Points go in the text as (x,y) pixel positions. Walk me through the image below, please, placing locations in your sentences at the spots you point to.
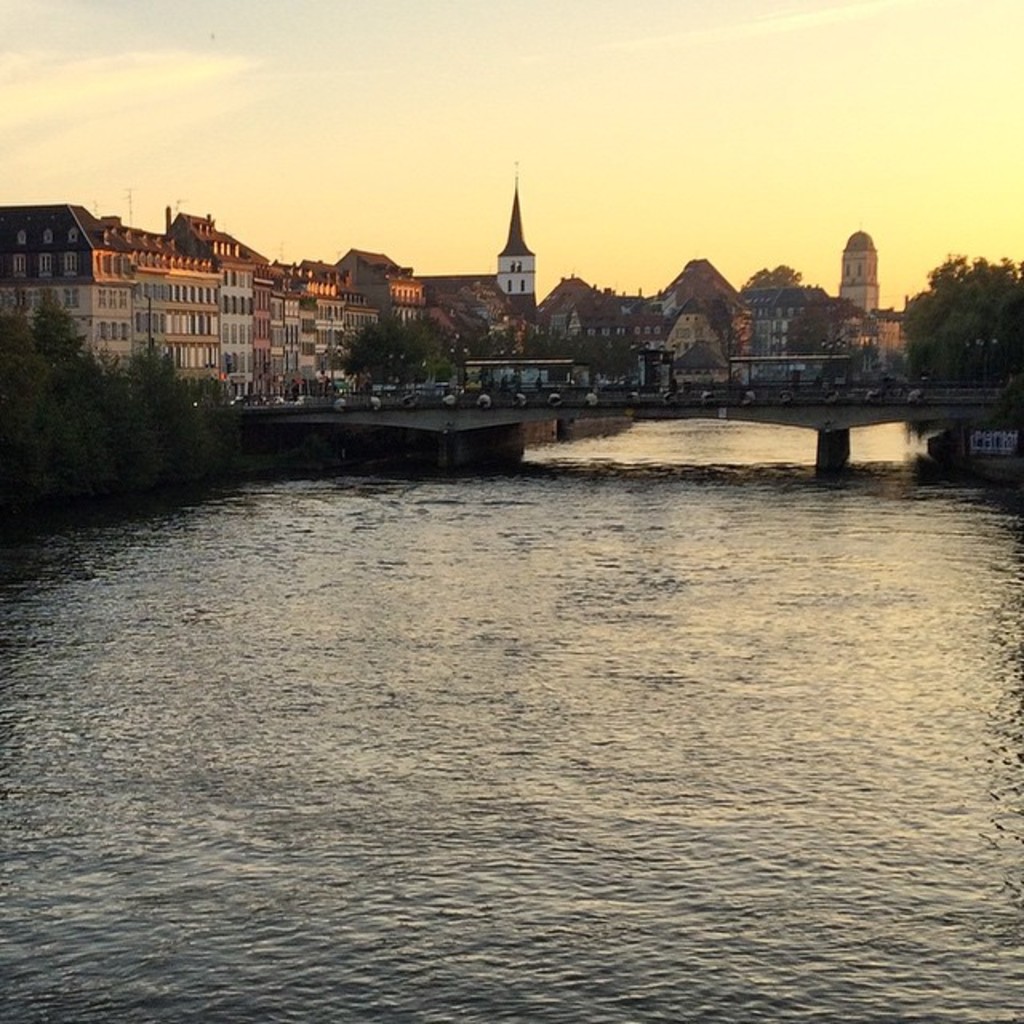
In this image, there are trees (130,397), buildings (880,317) and I can see a bridge (847,408) across the river (600,589). In the background (558,99), there is the sky (711,89).
